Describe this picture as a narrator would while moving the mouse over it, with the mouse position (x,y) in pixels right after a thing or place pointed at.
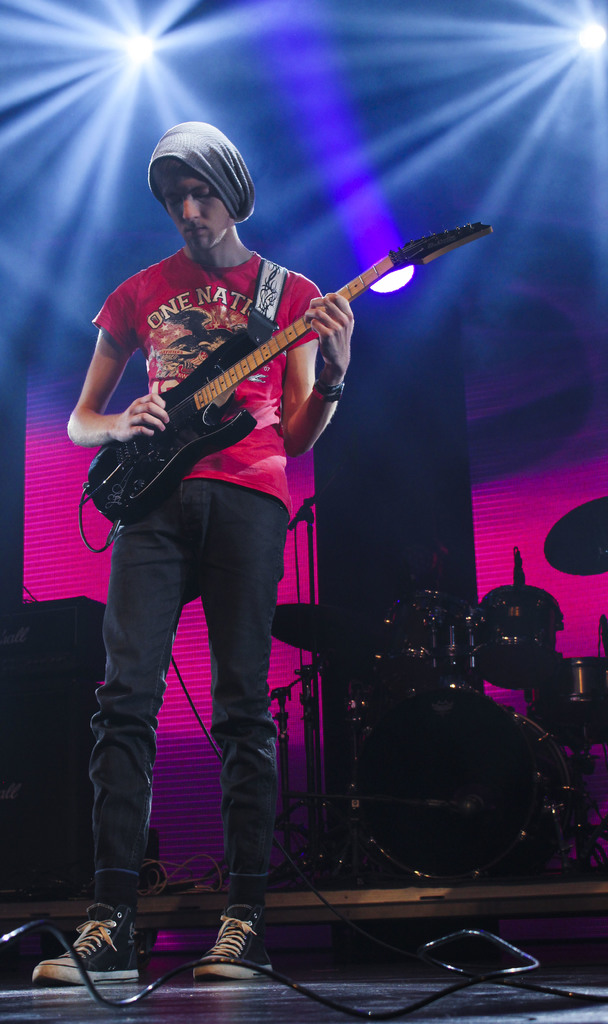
In the given image we can see that boy (178,281) is standing and catching the guitar (168,433) in his hand (162,428). Back of his there is a musical band (395,733). These are the lights (572,41).
